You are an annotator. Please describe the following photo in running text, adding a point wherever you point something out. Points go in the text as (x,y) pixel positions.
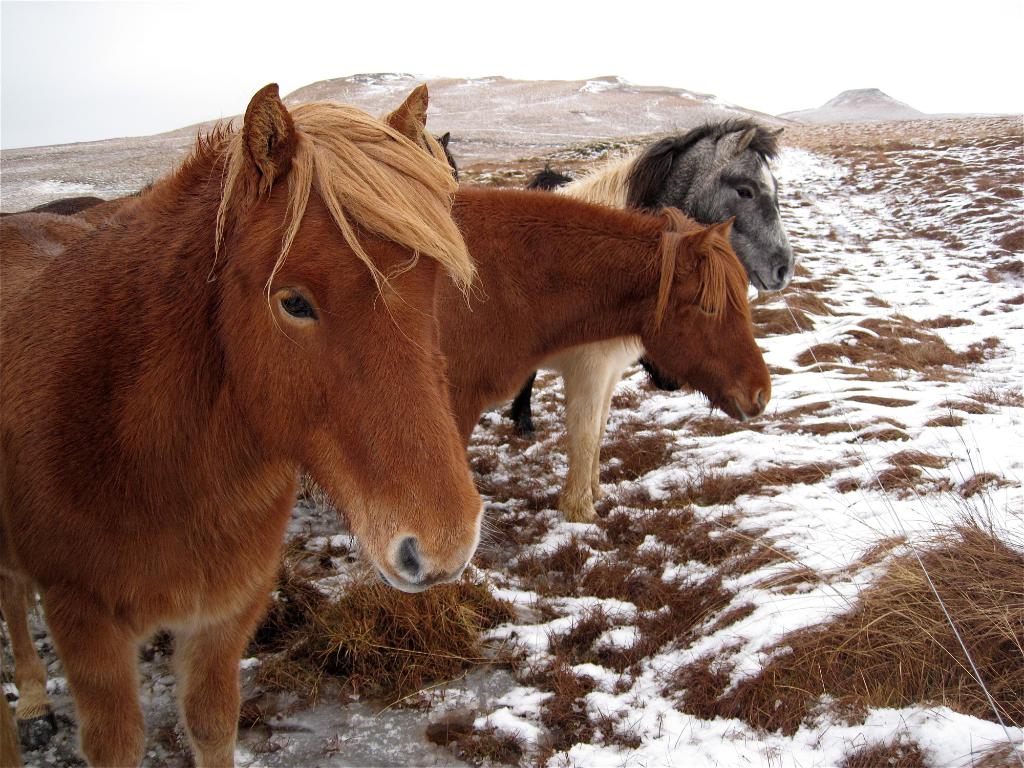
In this image there are three ponies (687,192) standing on the floor (317,712). In the background (459,105) there are hills (615,94). In front of them there is a snow (865,541) and a dry grass (962,586) on it.
